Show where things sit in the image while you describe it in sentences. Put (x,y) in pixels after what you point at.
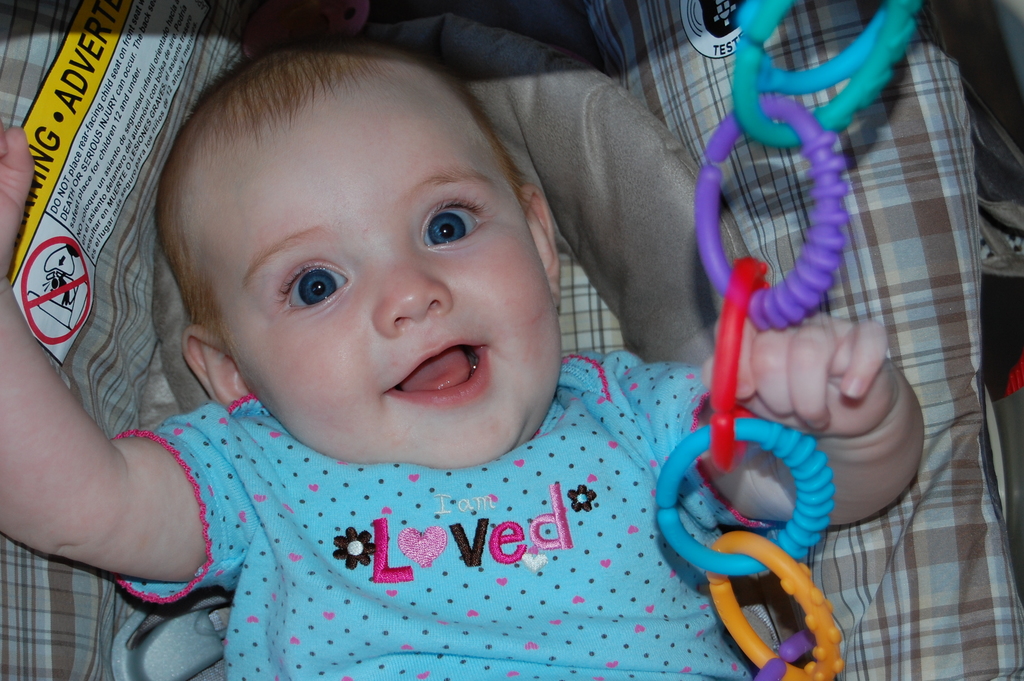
In this picture I can see a baby (457,404) and few plastic rings (819,146).
